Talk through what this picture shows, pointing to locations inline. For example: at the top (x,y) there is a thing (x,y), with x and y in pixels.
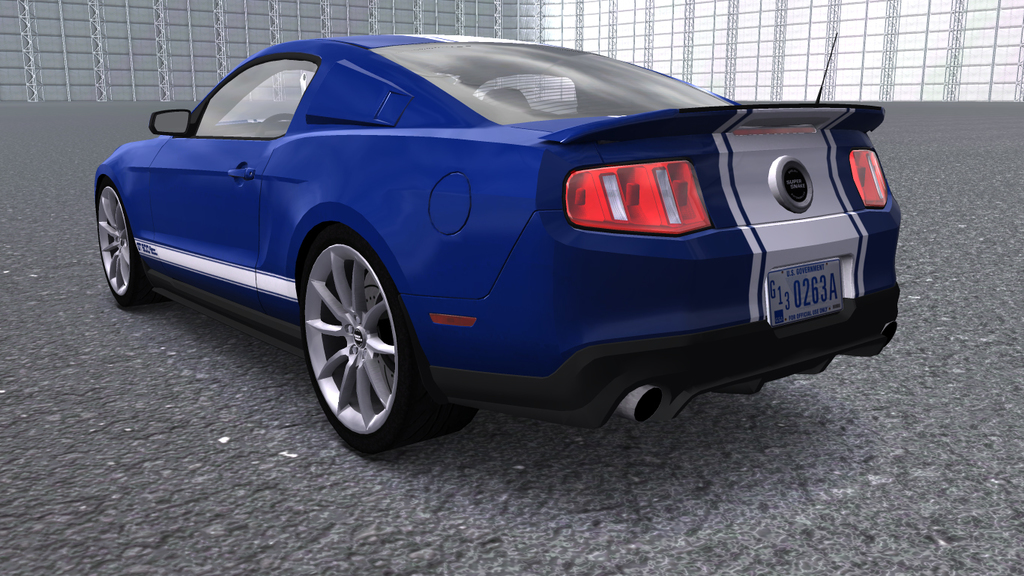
In this picture we can see the edited image the blue color car (445,284) parked on the road (927,120). Behind we can see the frame wall (817,50).
